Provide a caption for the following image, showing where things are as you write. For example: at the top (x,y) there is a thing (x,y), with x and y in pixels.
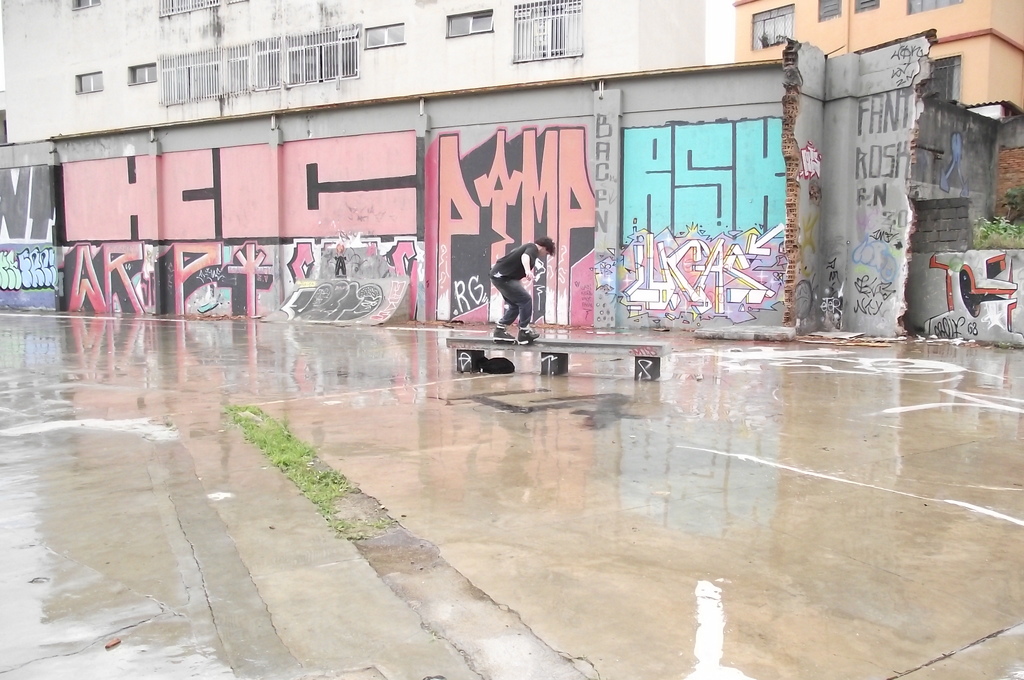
In this image there is a person (528,315) skating on the bench (638,364) and there is a bench (458,356). In the background (93,212) there is a building (300,206) and on the wall (241,208) of the building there is a painting (686,202). On the right side of the image (995,230) we can see there are some plants (1012,230).
